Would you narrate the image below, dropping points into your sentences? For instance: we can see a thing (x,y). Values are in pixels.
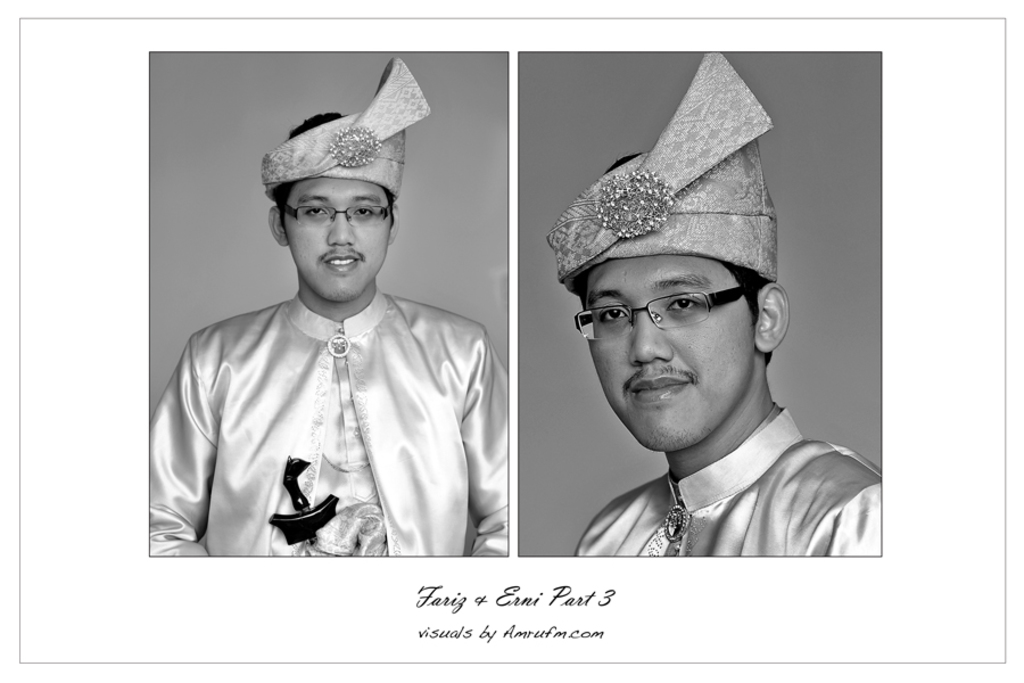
In the image we can see there is a collage of two pictures and the person (626,386) is wearing cap (376,155). The image is in black and white colour.
